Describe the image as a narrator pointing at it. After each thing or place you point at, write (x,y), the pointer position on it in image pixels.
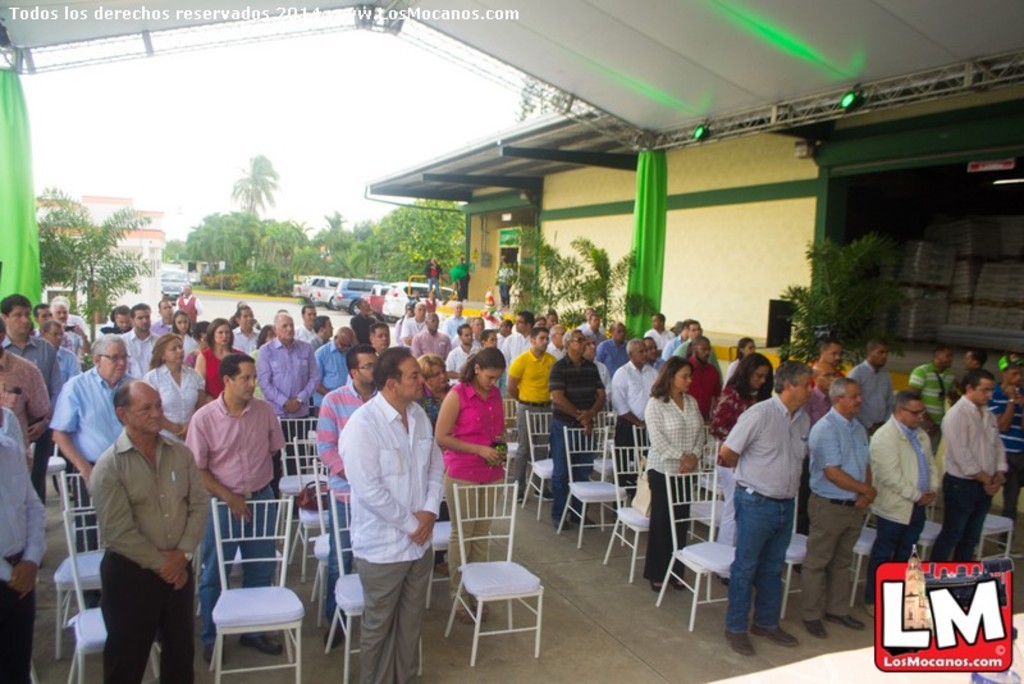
In this picture there are people (608,354) in the center of the image (488,346) those who are standing and there are trees (322,272), cars (375,282), and buildings (469,288) in the background area of the image (346,285).
